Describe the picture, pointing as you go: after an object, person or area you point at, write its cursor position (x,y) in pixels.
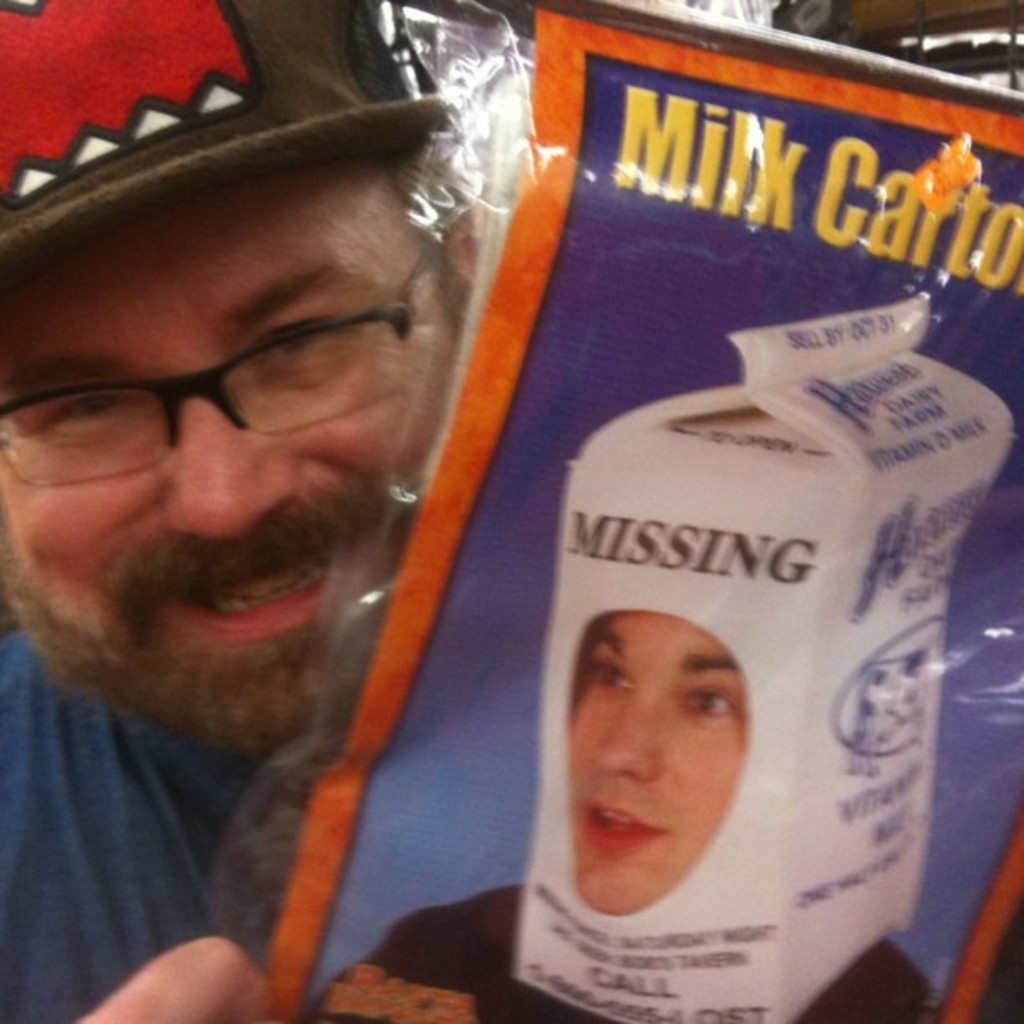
In this image I can see a man (240,467), I can see he is wearing specs (267,365), a cap (268,131) and blue colour dress (72,796). Here I can see an object (529,651) and on it I can see something is written at few places. I can also see a face (592,754) of a man (712,766) over here.
